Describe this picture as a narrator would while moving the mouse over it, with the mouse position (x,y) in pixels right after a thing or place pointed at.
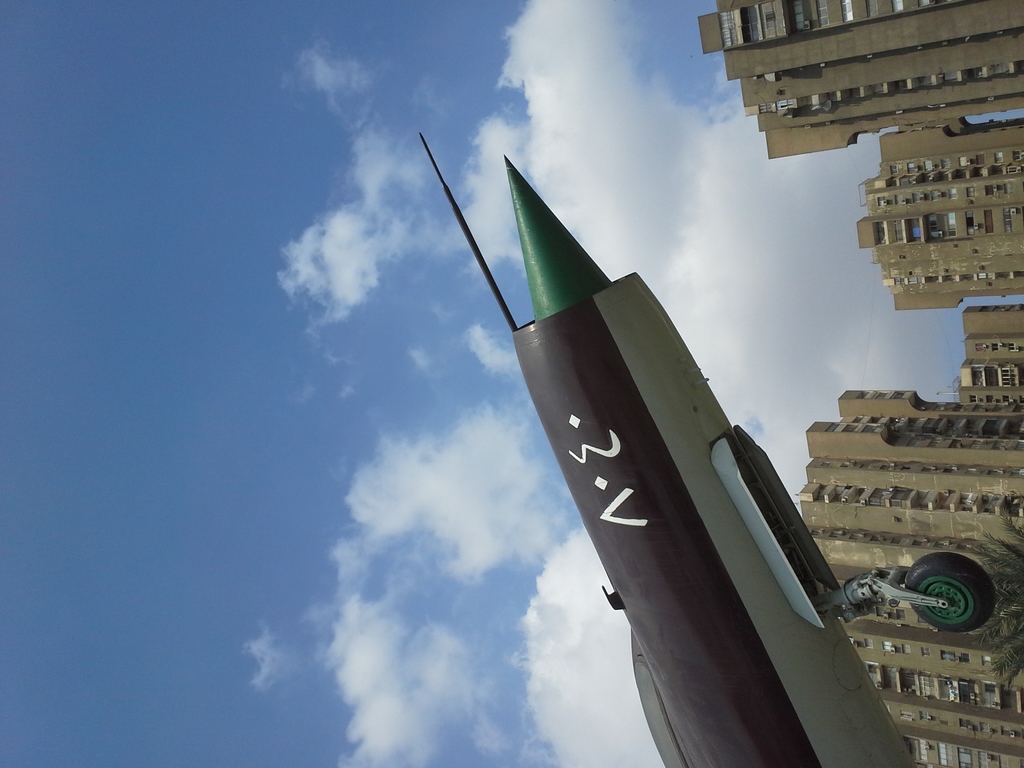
In this given picture, I can see sky (334,174), clouds (540,162), a certain buildings (883,427) and a aeroplane (674,563).
